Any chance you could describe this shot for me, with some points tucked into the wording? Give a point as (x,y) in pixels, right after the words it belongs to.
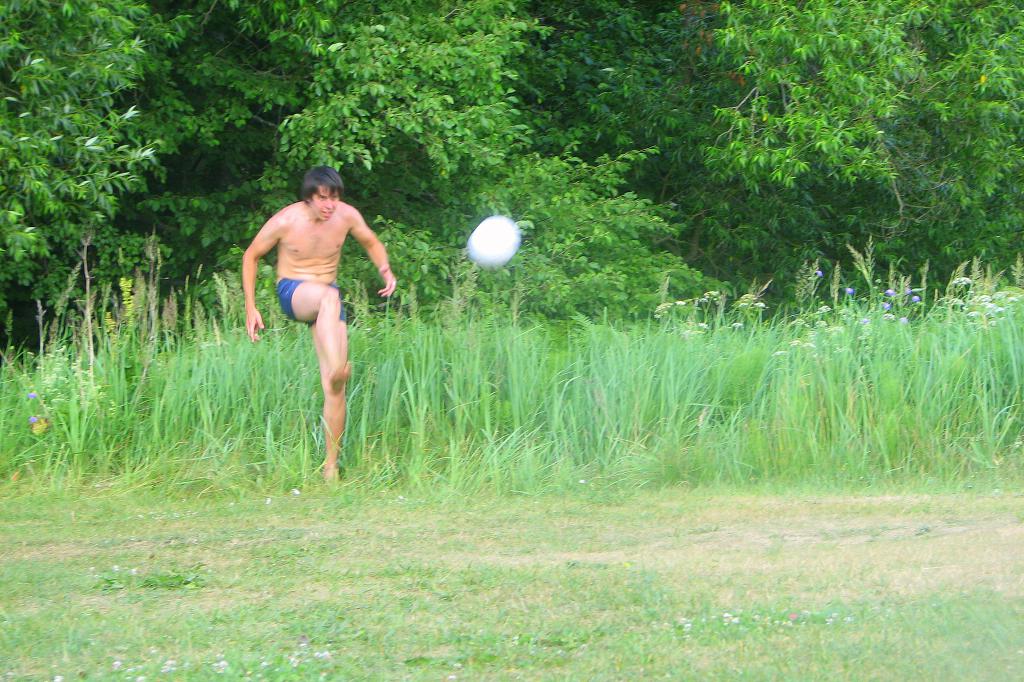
In this image we can see a man (330,347). In the center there is a ball (498,251). At the bottom (456,487) there is grass (379,462). In the background (605,209) there are trees (662,213).
